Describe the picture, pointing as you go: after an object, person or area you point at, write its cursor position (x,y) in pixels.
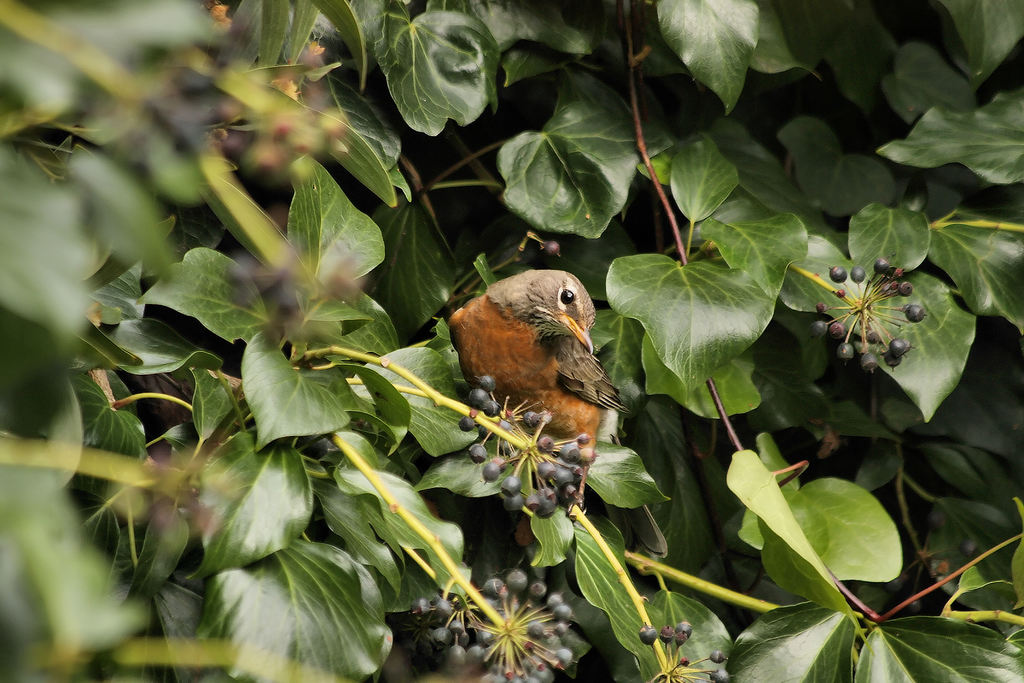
In this picture there is a bird (588,307) and we can see leaves (742,220), stems (136,401) and fruits (726,670).
